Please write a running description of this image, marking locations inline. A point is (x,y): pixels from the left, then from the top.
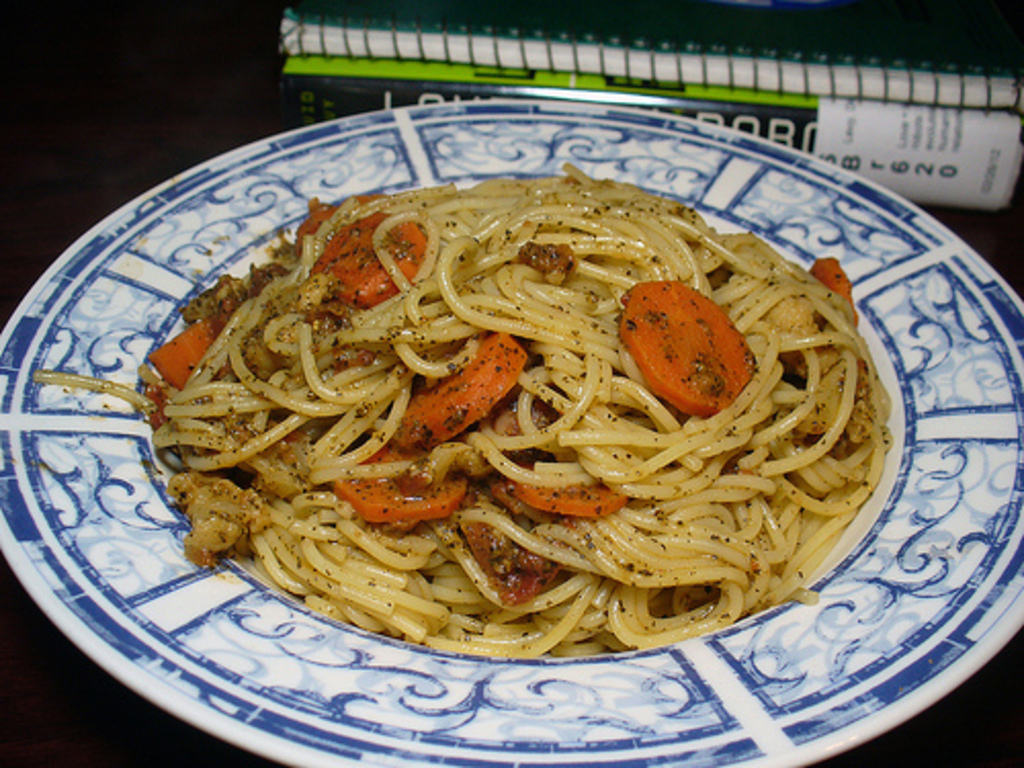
Here in this picture we can see noodles (526,320) and carrot pieces (493,395) present on a plate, which is present on the table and we can also see books (487,98) present on the table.
